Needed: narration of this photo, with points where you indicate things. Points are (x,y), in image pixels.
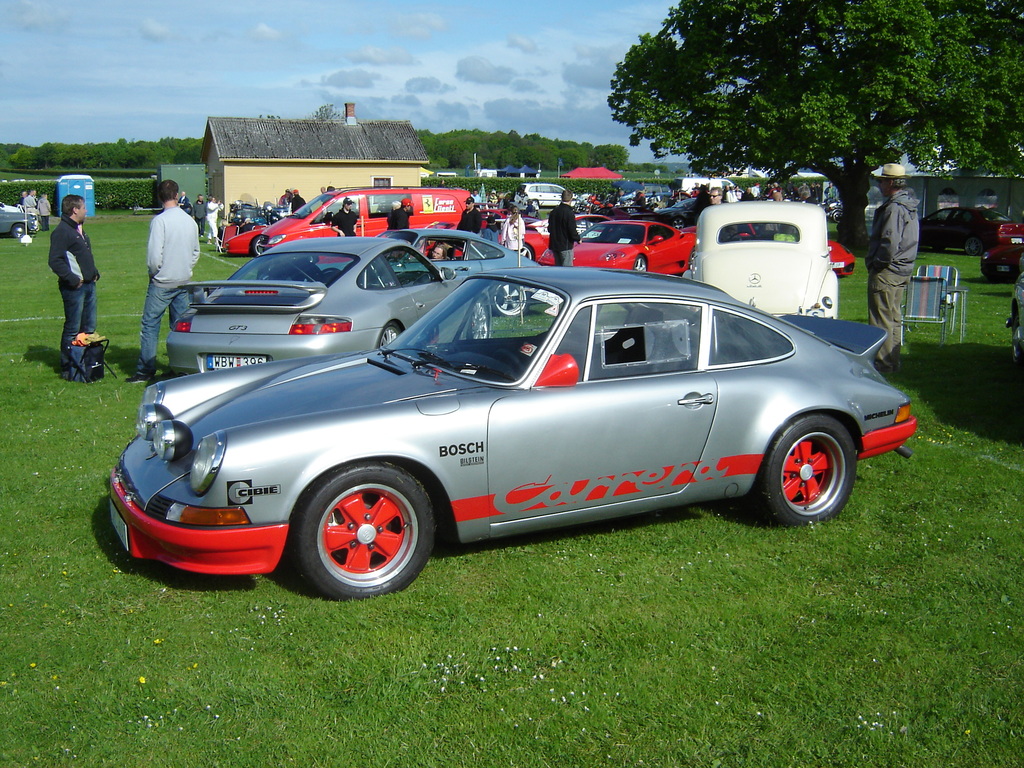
In this image we can see some people (194,263) and there are some vehicles (651,471) in different colors. We can see two chairs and in the background (361,154), we can see a house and some trees (733,121). We can also see the sky (299,107) with clouds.
